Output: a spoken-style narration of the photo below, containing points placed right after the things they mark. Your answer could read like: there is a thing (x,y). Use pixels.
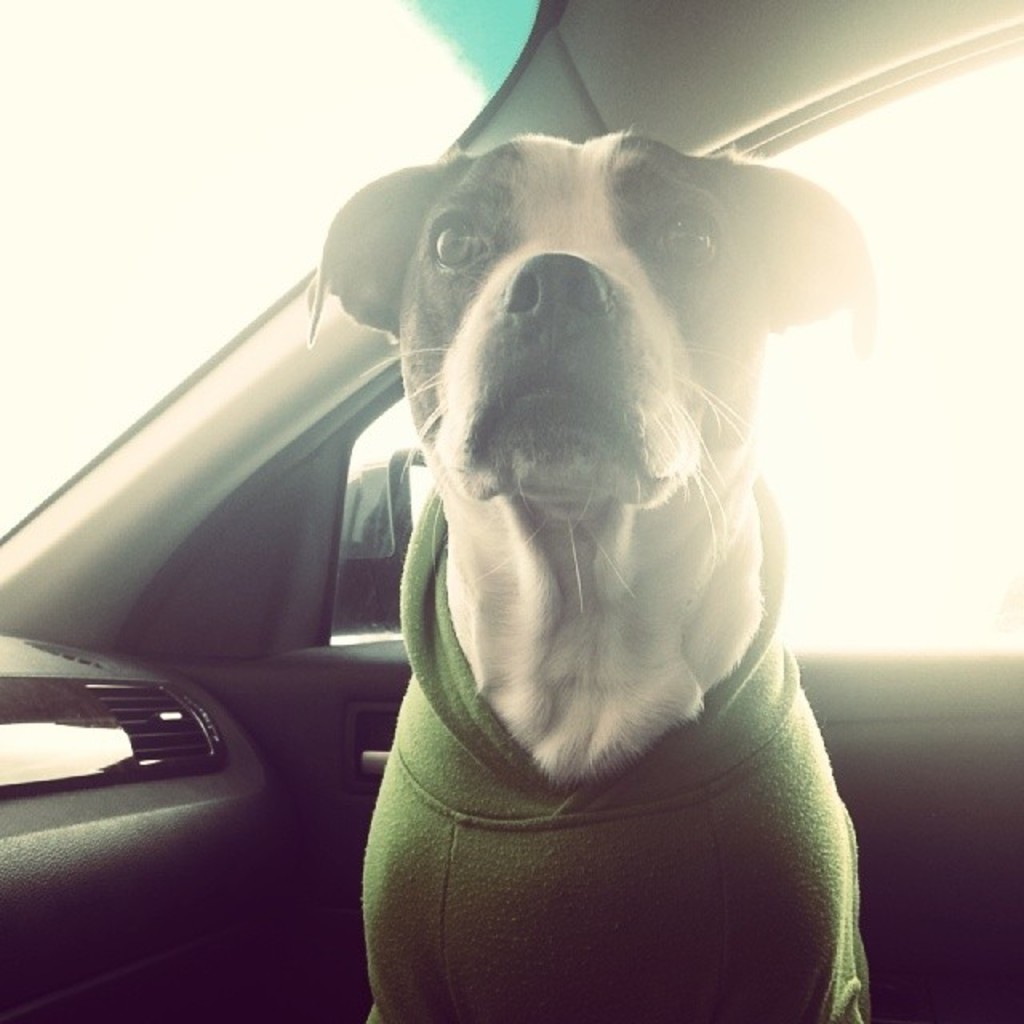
In this picture I can see a dog (599,776) is sitting in the vehicle (334,866). The dog (538,921) is wearing clothes (562,872). In the background (786,452) I can see a window (890,458).
